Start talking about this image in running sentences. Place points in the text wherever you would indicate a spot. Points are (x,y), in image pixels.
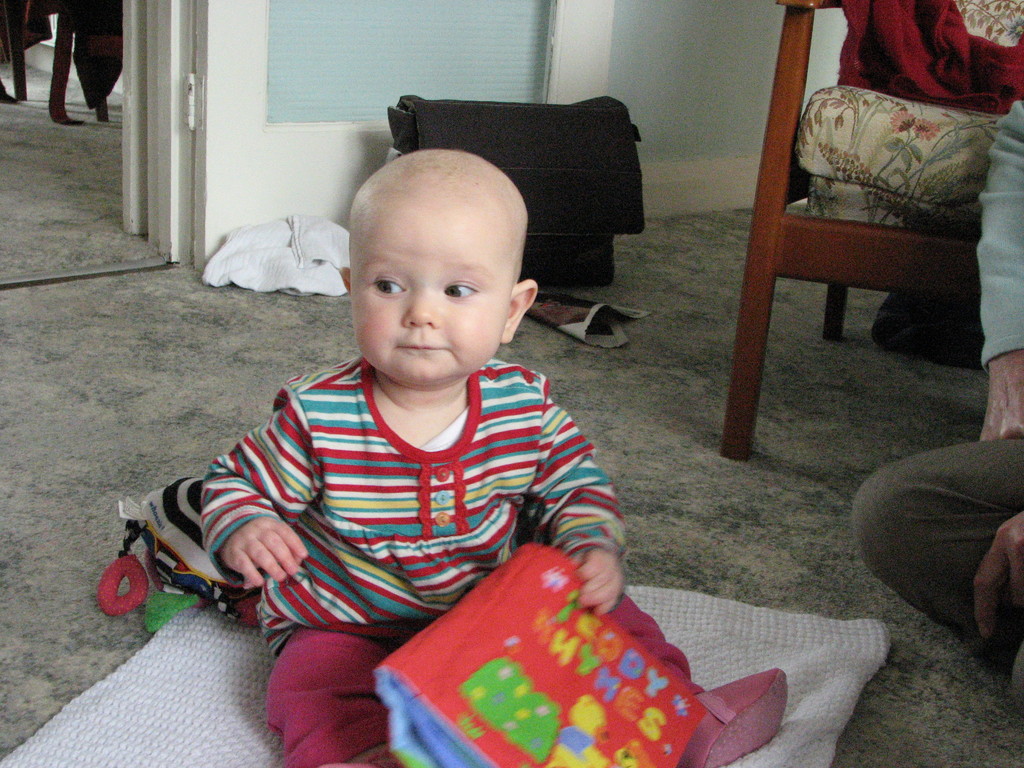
A kid (432,438) is sitting on the floor (931,432) and playing with book (485,631). In the background (134,30) we can see door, wall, chair (783,273), a person (947,529) and a bag (542,215).
